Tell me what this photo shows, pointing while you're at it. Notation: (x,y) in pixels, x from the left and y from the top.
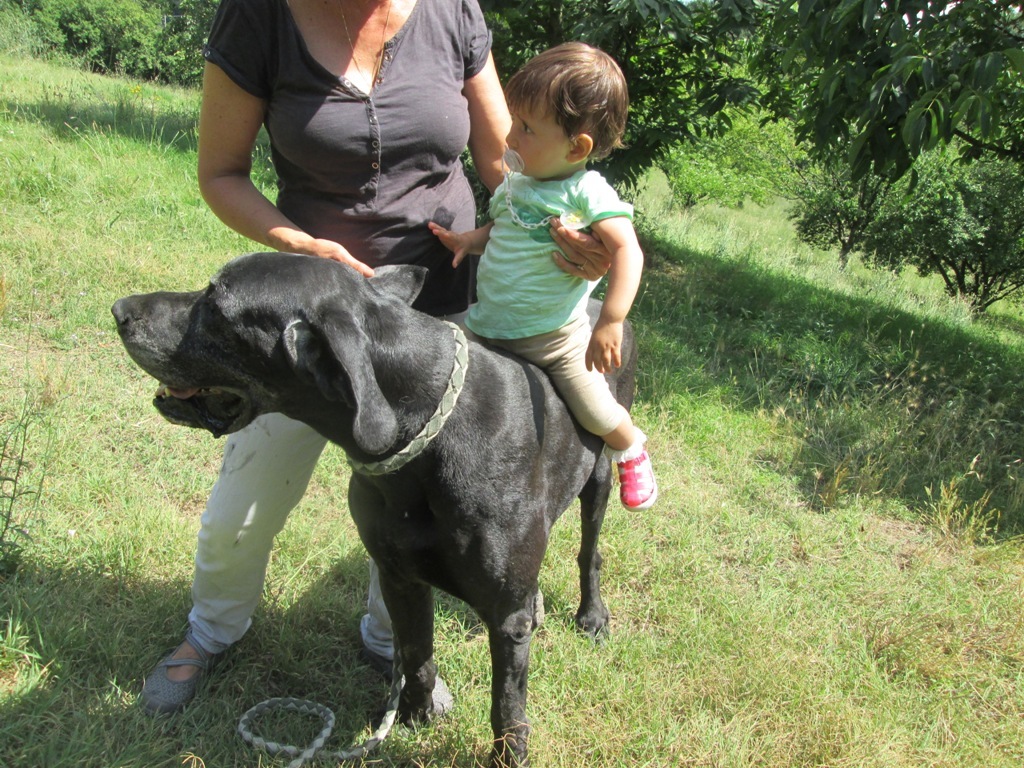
As we can see in the image there are trees (908,116), grass (885,392) and two persons (342,97). This child (545,239) is sitting on black color dog (418,485).
